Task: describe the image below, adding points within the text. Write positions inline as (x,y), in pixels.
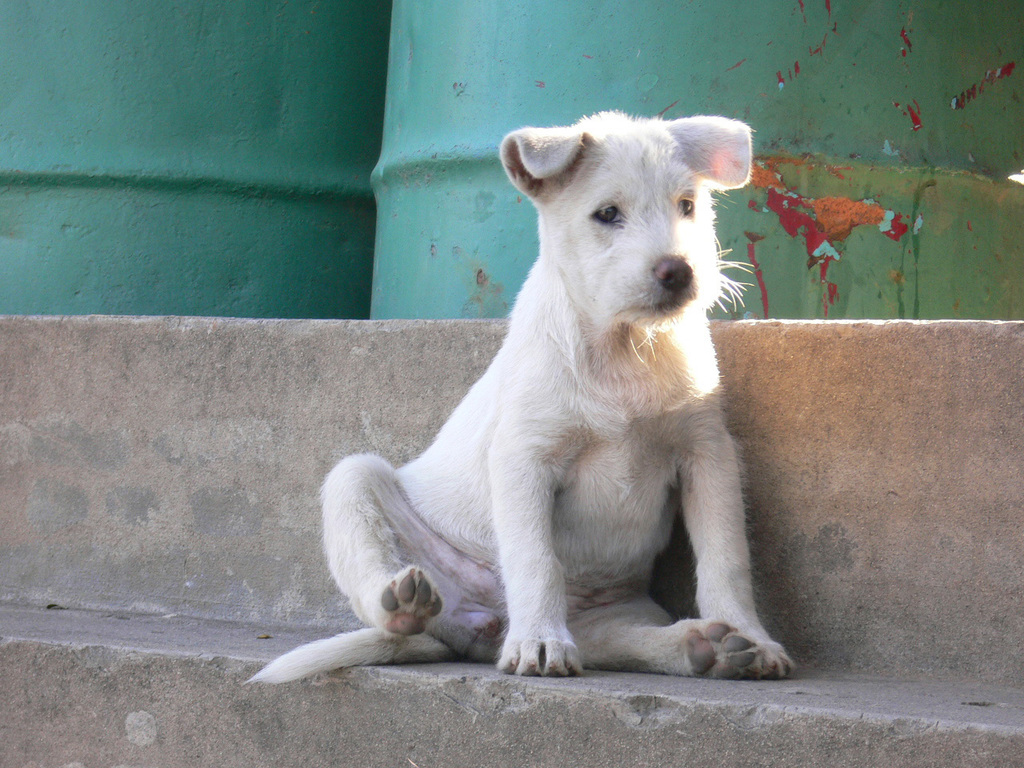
In the center of the image (615,312) there is a dog (705,454) sitting on the step (105,618). In the background (451,213) there are barrels (414,262).
